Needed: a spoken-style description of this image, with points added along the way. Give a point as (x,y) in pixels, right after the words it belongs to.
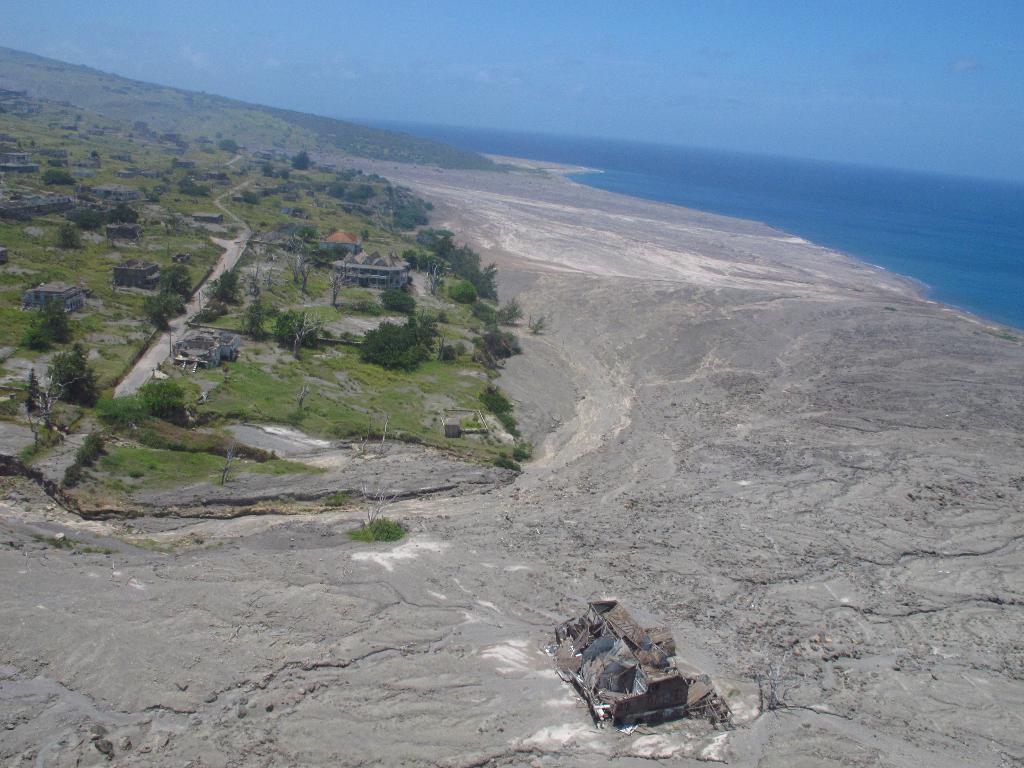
In this image we can see the houses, trees (55,326), grass (421,367) and ground (670,380). And we can see the water (783,178). At the top (564,52) we can see the sky (577,60).
